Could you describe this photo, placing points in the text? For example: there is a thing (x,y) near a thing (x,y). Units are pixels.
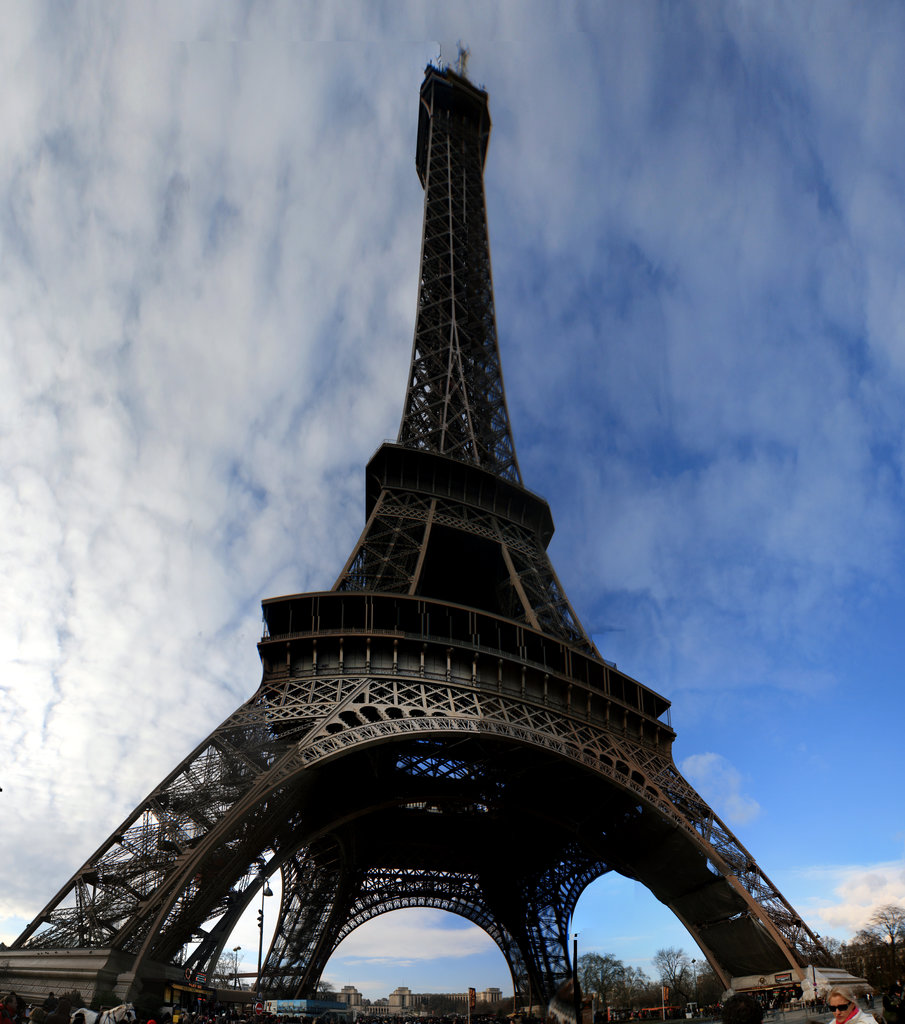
In this image we can see an Eiffel tower (348,630), there are some buildings (240,993), trees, poles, people (36,1014) and an animal (120,1009). In the background (535,392), we can see the sky (576,290) with clouds (522,38).
